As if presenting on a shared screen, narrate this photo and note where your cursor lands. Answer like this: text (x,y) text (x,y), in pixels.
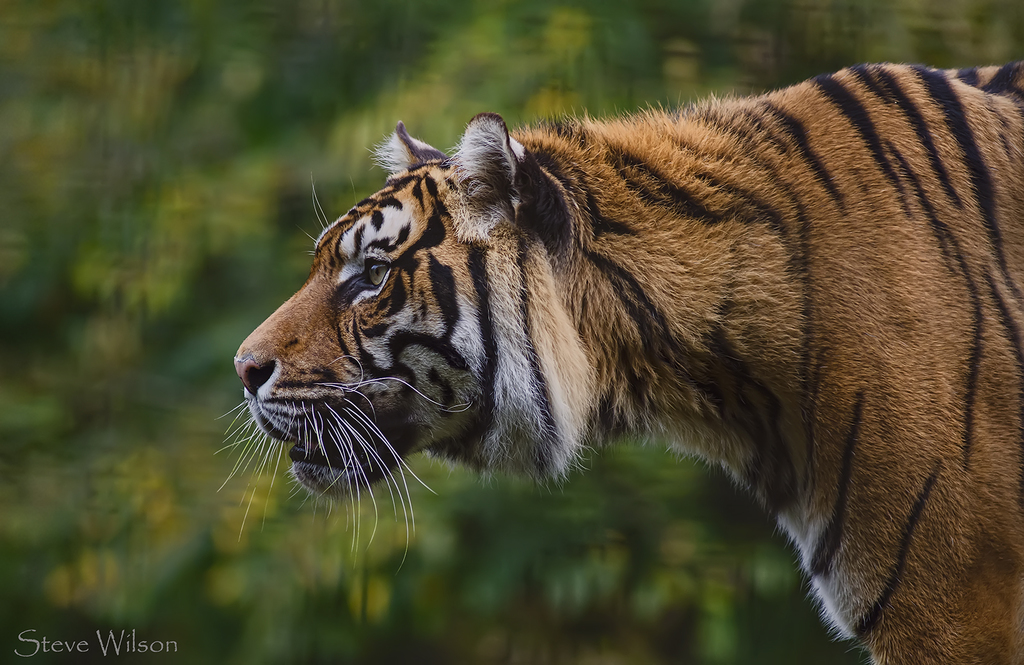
In this image we can see an Indian tiger (539,362) which is of brown color and at the background of the image (195,195) there are some trees (270,251).
